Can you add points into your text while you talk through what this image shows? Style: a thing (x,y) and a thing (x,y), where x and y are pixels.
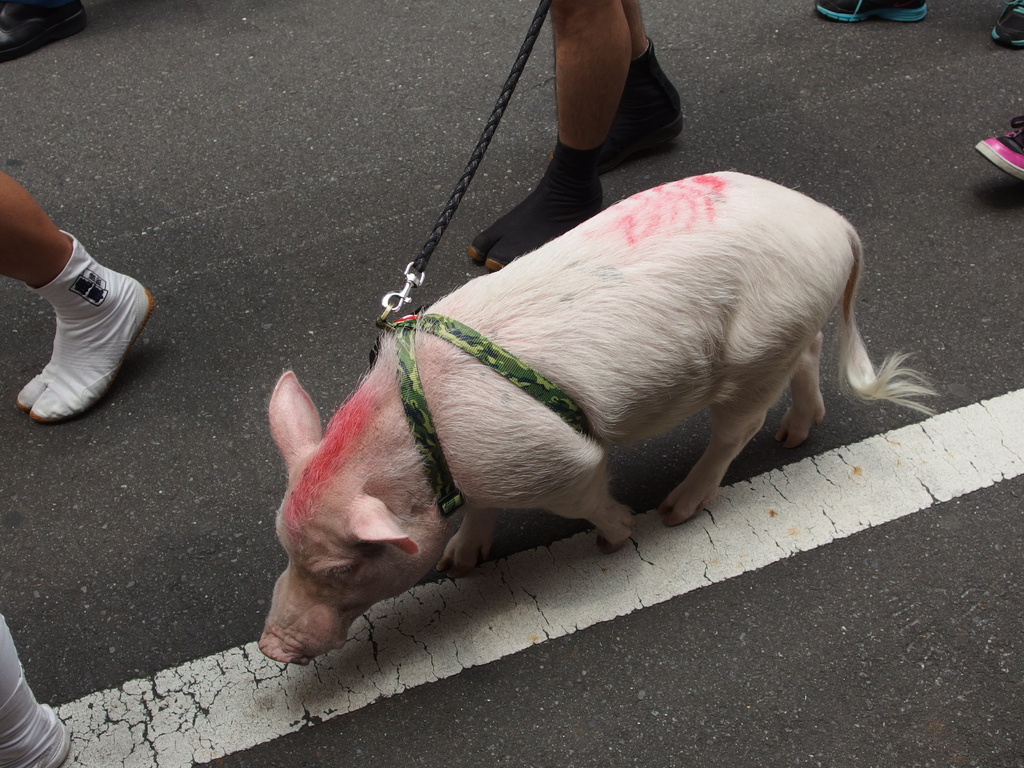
In the image there is a pig (609,401), it is tied with a chain (420,262) and around the pig (624,411) there are few people (47,289).
